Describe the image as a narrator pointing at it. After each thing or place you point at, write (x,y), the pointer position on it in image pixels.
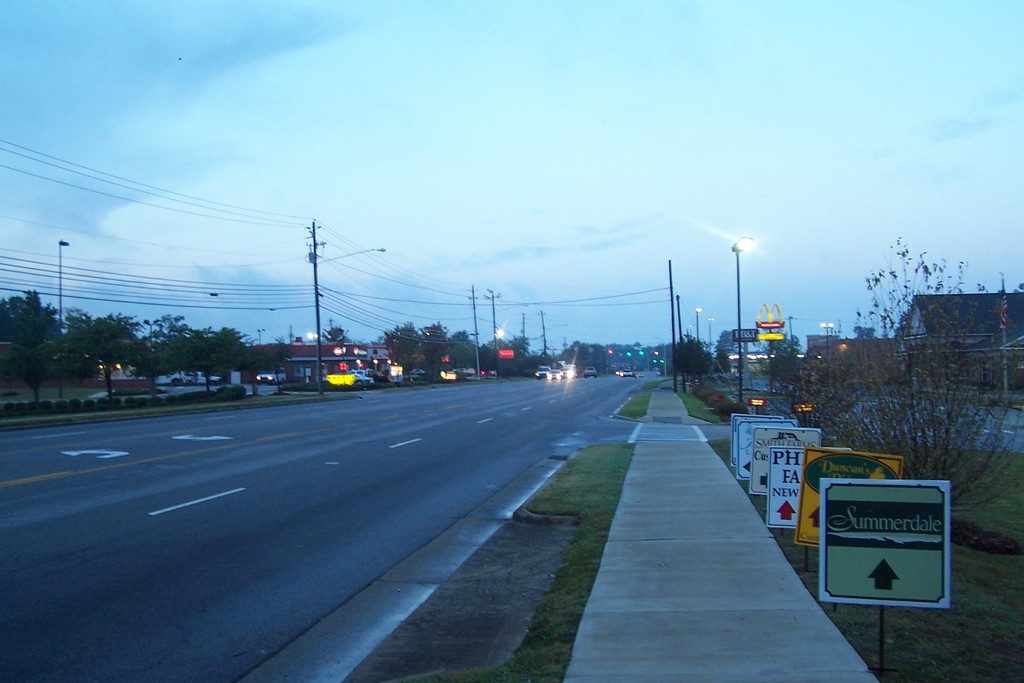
In this picture we can see few street lights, trees (219,349), wires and some buildings (332,369) on the left side (253,349). Few vehicles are visible on the road (493,456). There are some houses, signboards (798,539) on the path (691,419) and trees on the right side (920,587). Some grass (609,484) is visible on the path (591,657). Sky (90,15) is cloudy.
